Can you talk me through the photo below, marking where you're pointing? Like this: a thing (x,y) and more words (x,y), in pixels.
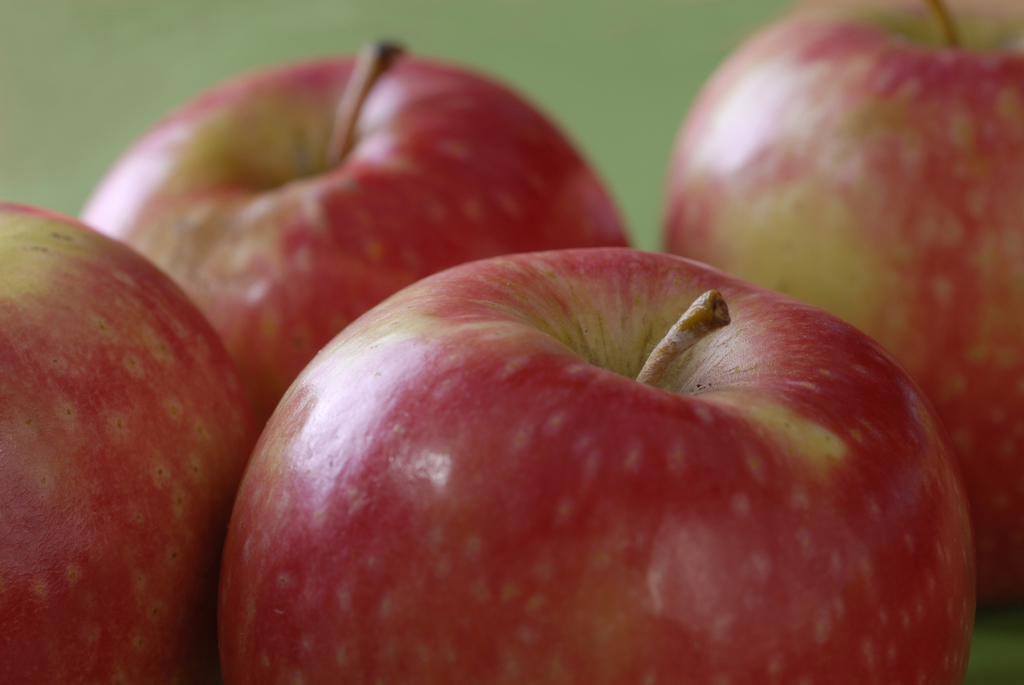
In this picture, we can see fruits (458,217), and the blurred background (509,13).
